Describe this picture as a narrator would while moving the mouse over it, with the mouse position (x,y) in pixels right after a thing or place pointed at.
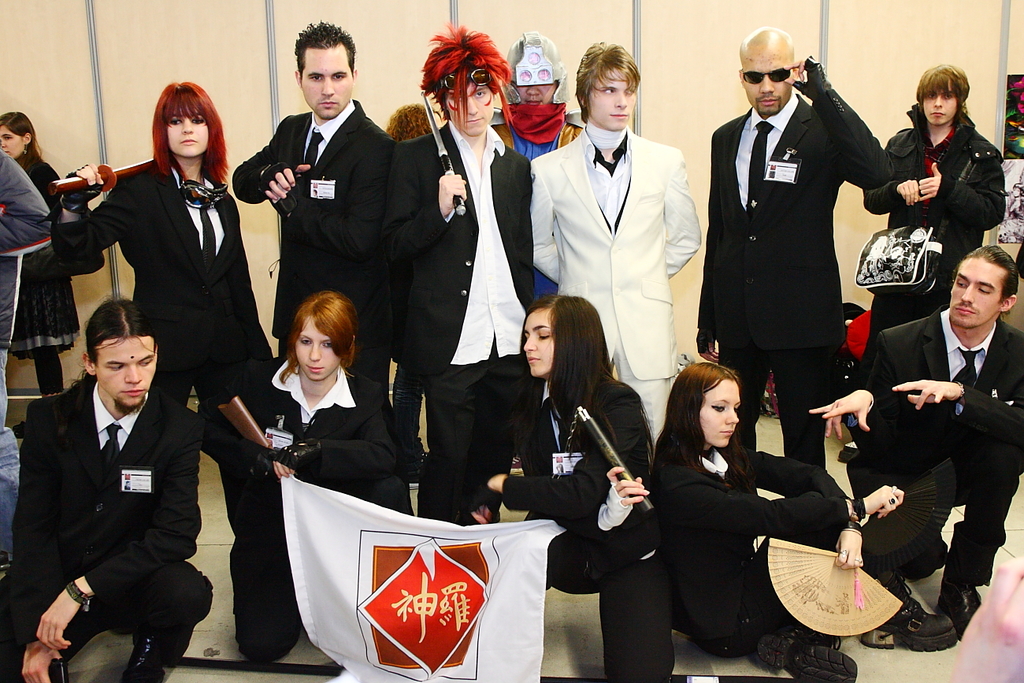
In this picture we observe group of people (313,401) who are wearing black coats (769,265) are standing and there is a guy (590,179) who is wearing a white coat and standing in between them.
